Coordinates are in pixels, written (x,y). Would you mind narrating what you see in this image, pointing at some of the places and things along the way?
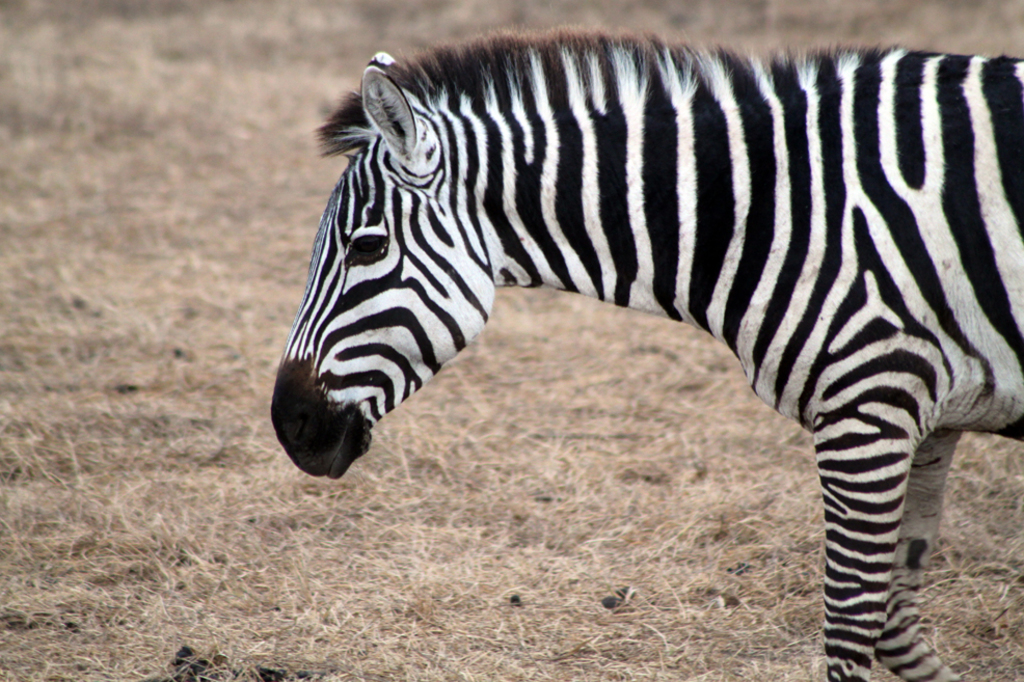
In the picture I can see zebra (456,258) and some grass (175,383).
